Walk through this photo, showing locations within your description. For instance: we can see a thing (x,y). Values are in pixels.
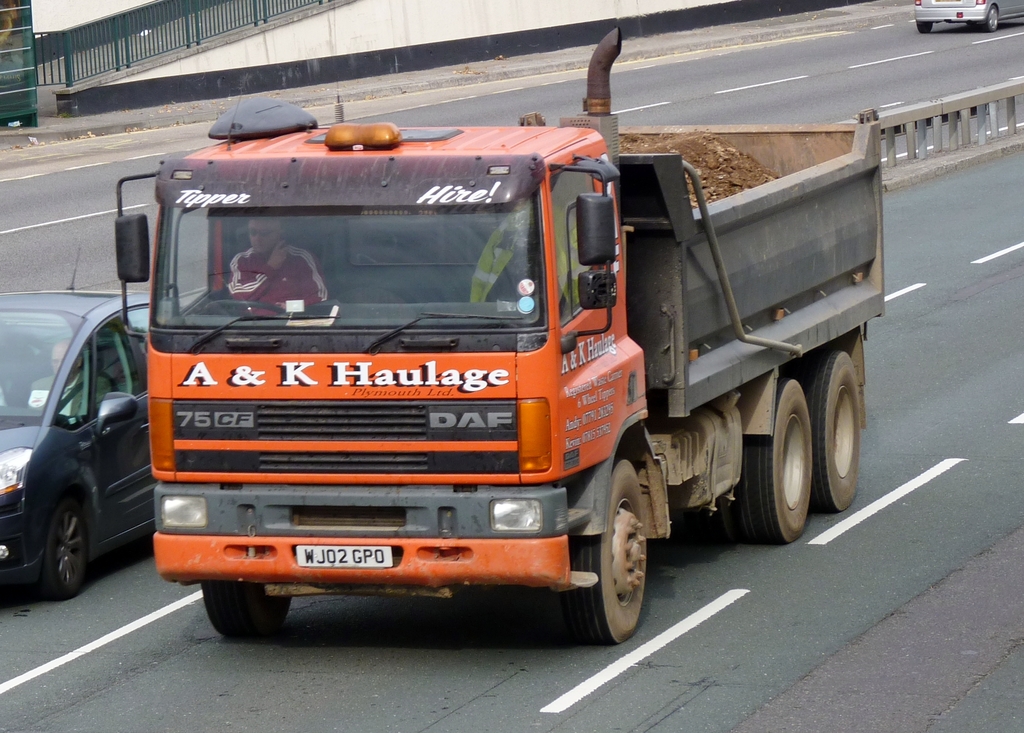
In this image in the center (577,417) there is one truck (346,274), in the truck (313,413) there is one person (305,288) and on the left side (92,402) there is one car (70,402). In the car (70,402) there is one person (72,383), at the bottom (242,692) there is road (899,291) and in the background (915,130) there is a fence (994,105), another car (947,19), railing (110,37) and wall (264,57).
